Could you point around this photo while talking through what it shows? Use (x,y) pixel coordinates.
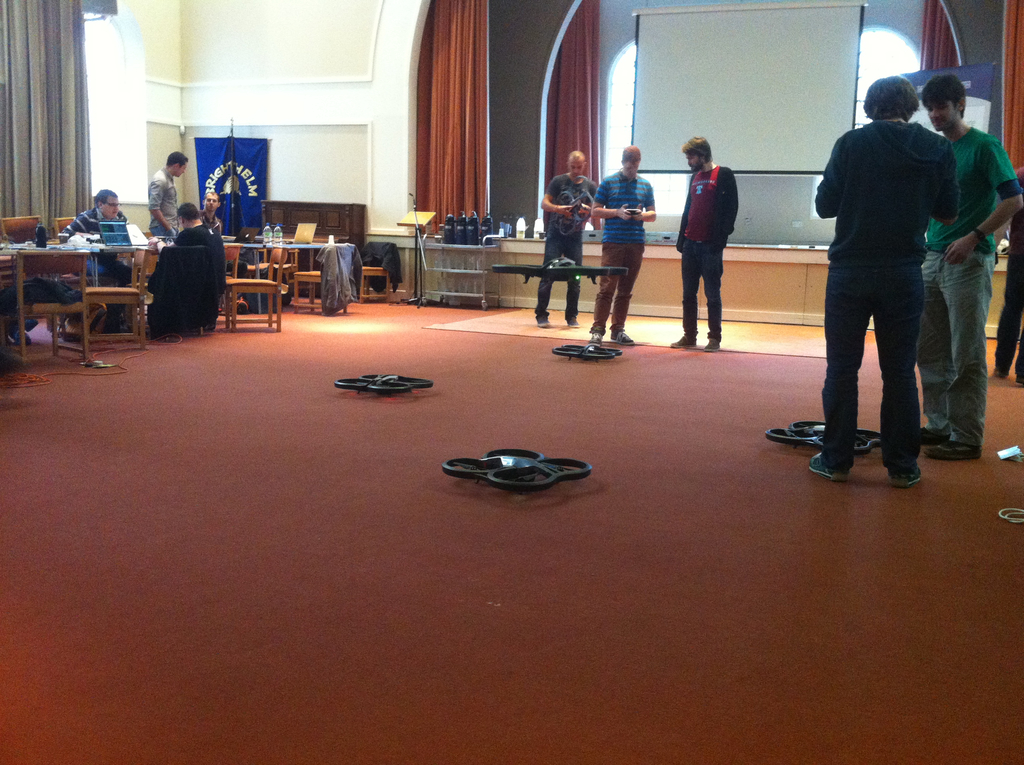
In the image in the center (600,289) we can see three persons (623,281) were standing. On the right (921,199) we can see two persons (958,225) were standing. On the left (196,220) we can see four persons (195,219), three persons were sitting and one person (168,219) standing. In the center (535,455) we can see plane (535,455) and remote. And back we can see wall (403,104), board (724,67) and curtains (443,122) and few objects (250,143) around them.
